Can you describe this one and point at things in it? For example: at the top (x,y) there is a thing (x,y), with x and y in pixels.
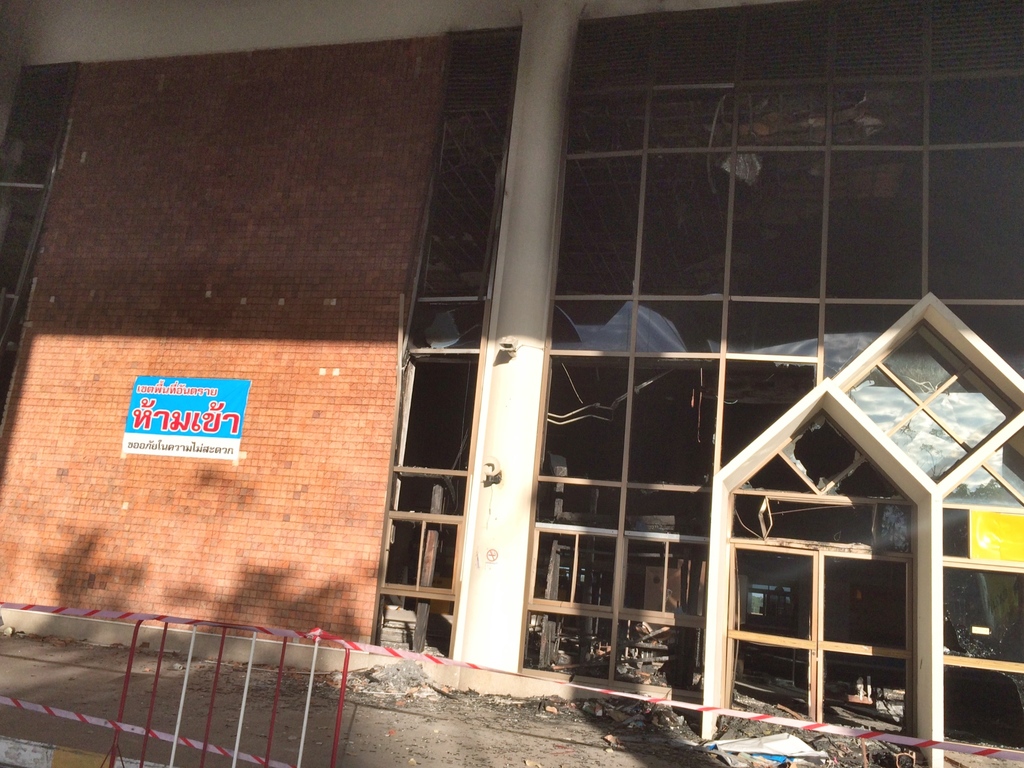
In this image I can see a building (583,436) and in the front of it I can see an iron barricade (128,678) and two tape barricades (127,618). On the left side of the image (219,424) I can see a board (181,391) on the wall (225,462) and on it I can see something is written.
